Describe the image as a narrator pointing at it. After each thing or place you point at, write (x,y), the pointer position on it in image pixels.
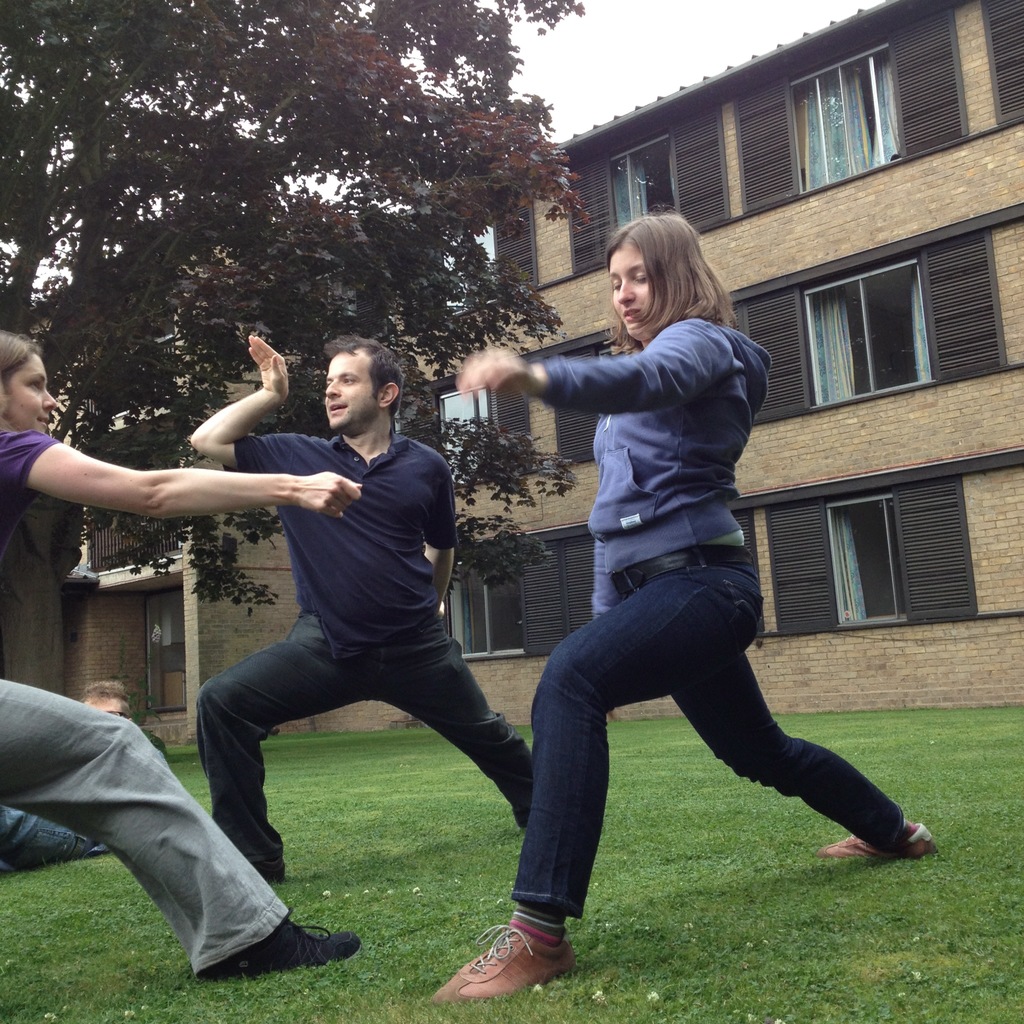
This picture is clicked outside. In the center (363,464) we can see the group of people (571,364) seems to be doing some actions. In the background (992,808) we can see the green grass (953,722), buildings (648,157), sky (596,53) and trees (335,50).
